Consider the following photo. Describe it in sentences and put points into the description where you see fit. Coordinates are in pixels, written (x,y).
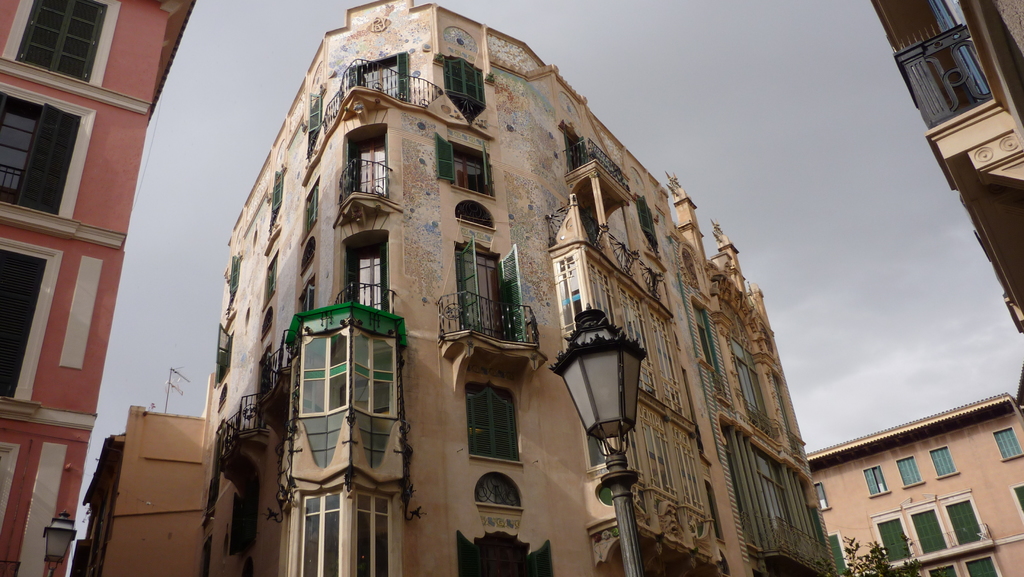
In the center of the picture (399,299) there are buildings (781,467). On the right (968,110) there is a building (985,191). On the left (84,332) there is a building (51,113). In the foreground (594,398) we can see a street light (582,387). Towards right (846,555) at the bottom (881,564) there is a tree (906,567). At the top (215,147) we can see sky (801,157).
